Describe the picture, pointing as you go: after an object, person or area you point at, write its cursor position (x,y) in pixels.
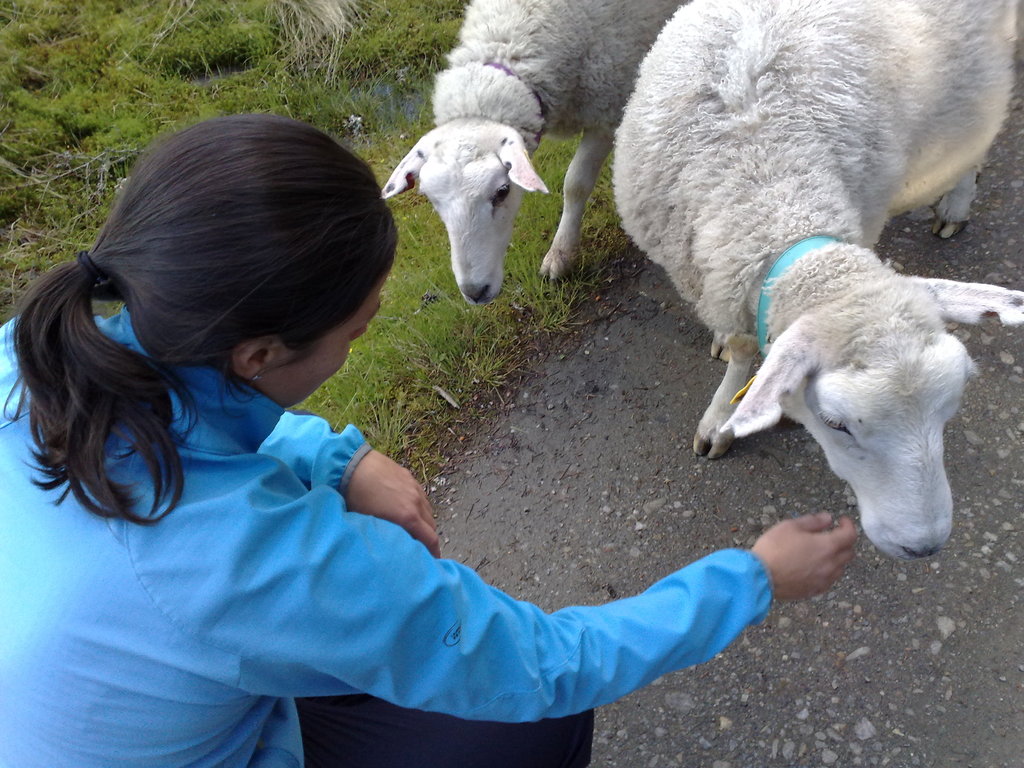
In this picture there is a woman (352,585) sitting. There are two sheeps (810,199) standing. On the left (313,86) there is grass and there is a road (633,506).
